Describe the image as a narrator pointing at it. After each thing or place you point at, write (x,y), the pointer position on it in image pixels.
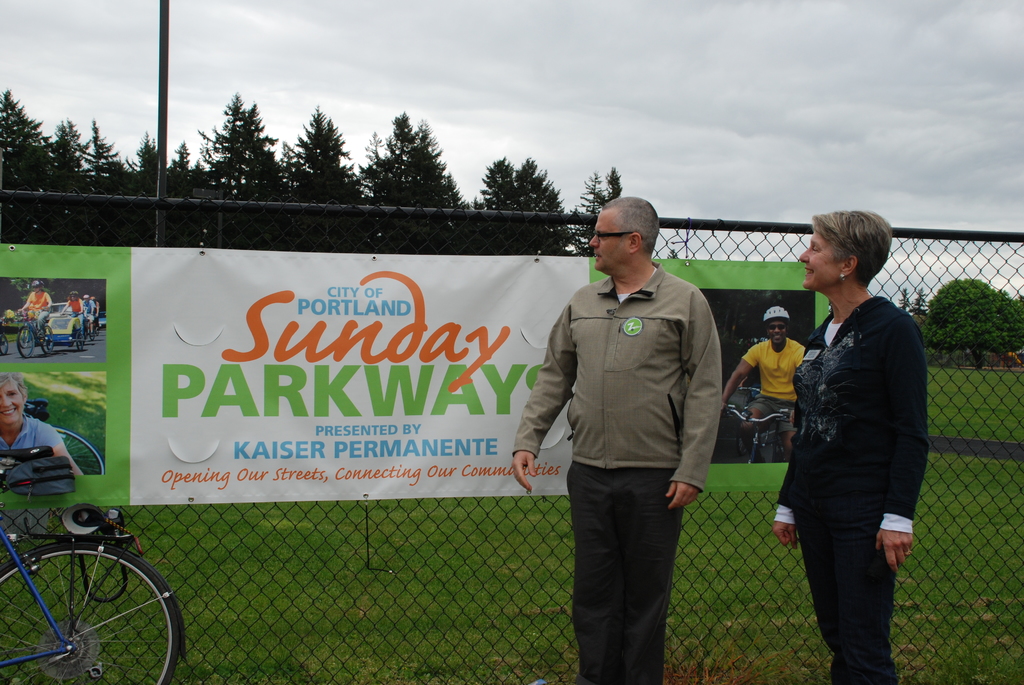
In this image i can see a man (665,377) and a woman (835,414) standing in front of a banner (362,351). I can see a vehicle (136,575) and a fence (270,575). In the background (370,162) i can see the sky (681,132) and few trees (299,191).
